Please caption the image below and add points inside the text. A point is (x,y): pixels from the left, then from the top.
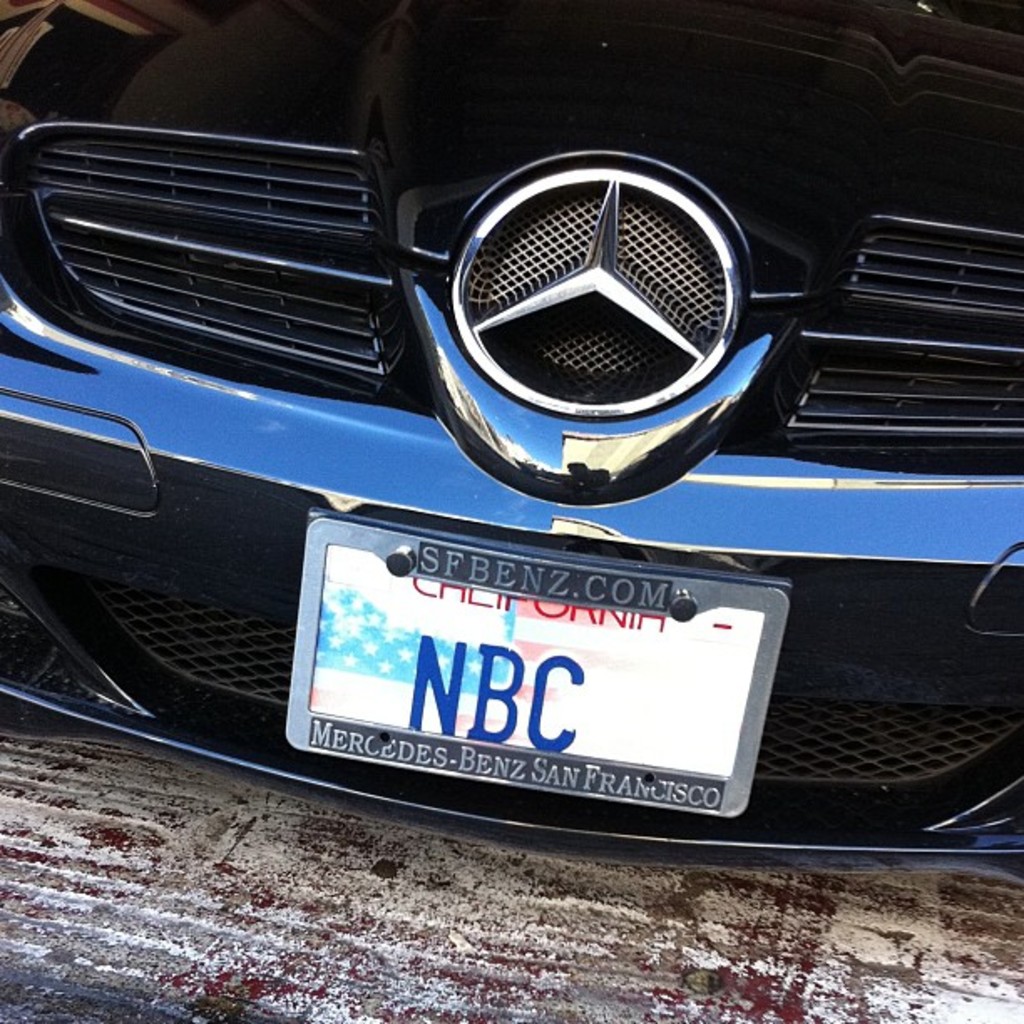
In this image we can see a car (467,199) with a logo (610,303) and a registration plate (536,698) on the ground (484,877).
